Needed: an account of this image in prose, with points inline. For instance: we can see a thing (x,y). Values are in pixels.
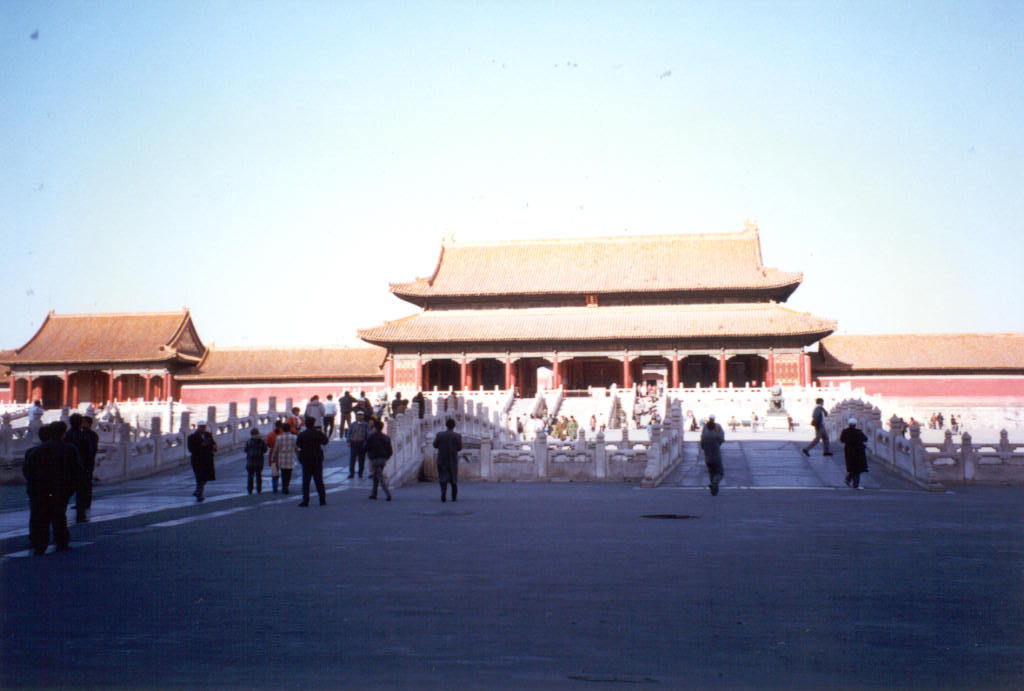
In this image there is a temple (576,330) in the middle (645,333). In front of the temple (625,335) there is a bridge (393,423) on which there are people (310,424) walking on it. At the top (411,92) there is sky (397,200).
